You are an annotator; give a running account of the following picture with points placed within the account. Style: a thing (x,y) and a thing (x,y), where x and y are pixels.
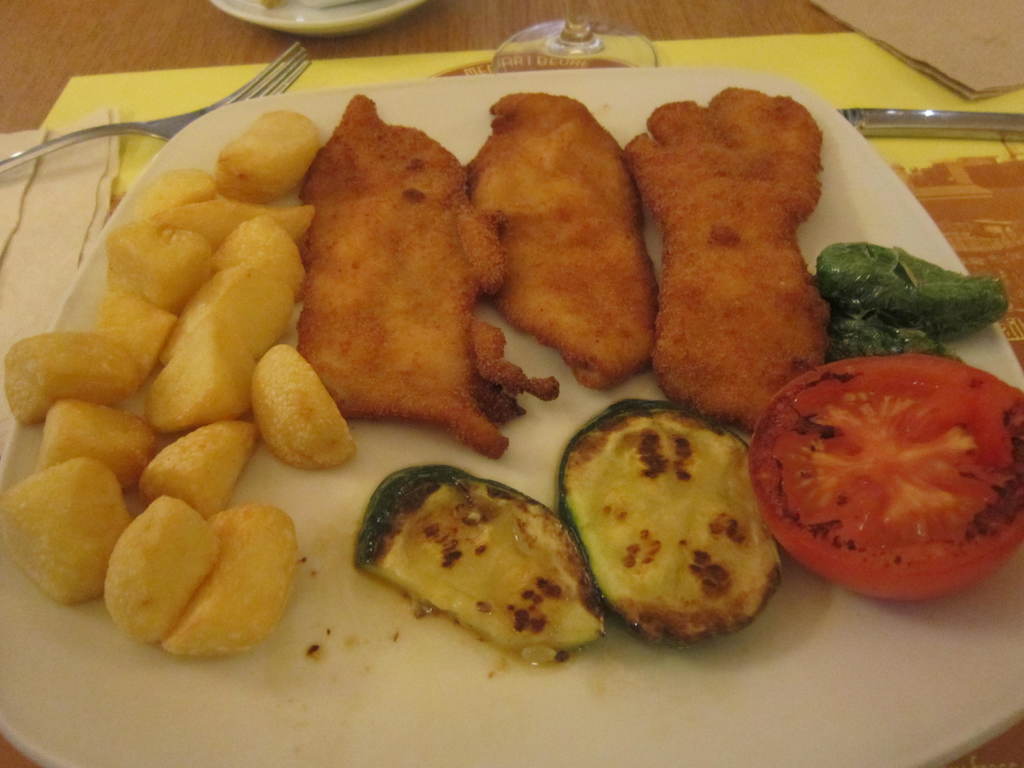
In this image we can see some food item (479,522) which is in a plate (518,721) which is of white color and we can see fork (241,91), knife (898,119) and some other items (318,67) on table (98,11).
